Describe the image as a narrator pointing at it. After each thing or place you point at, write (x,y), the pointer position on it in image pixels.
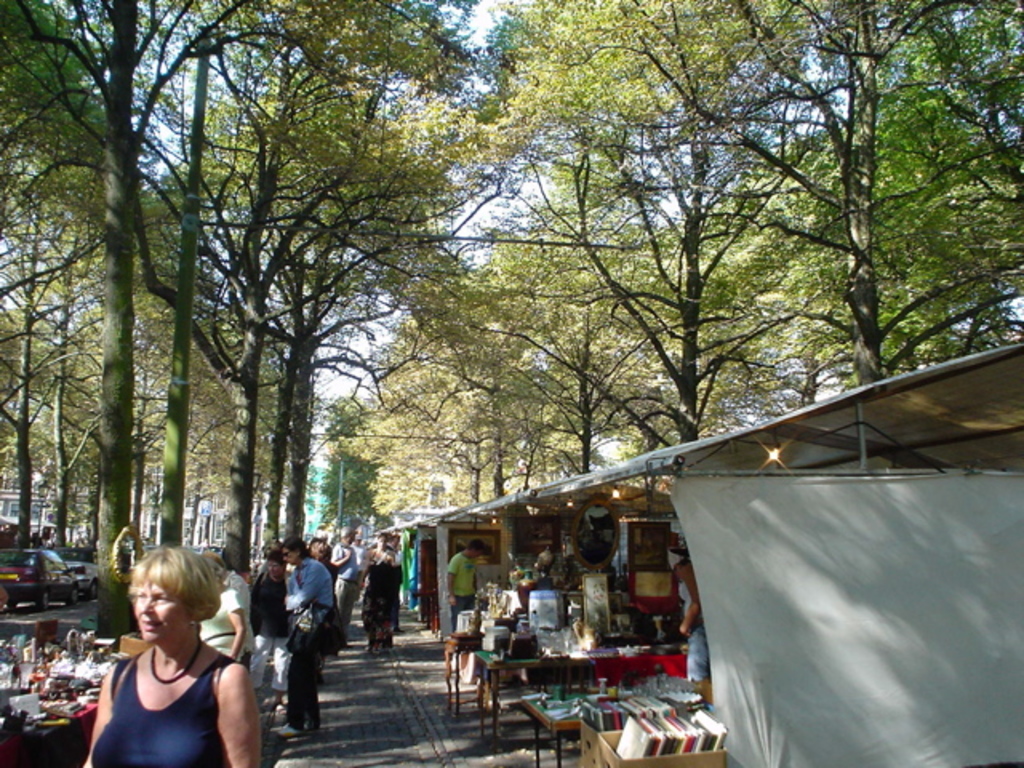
In this image we can see many people (205,559). Also there are vehicles (45,578). And there are tables (499,668) and there are many items (104,671) like books (643,739), framed (601,586), mirror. Also there are shades (521,497) and lights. And there are trees (195,412). In the background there is sky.
